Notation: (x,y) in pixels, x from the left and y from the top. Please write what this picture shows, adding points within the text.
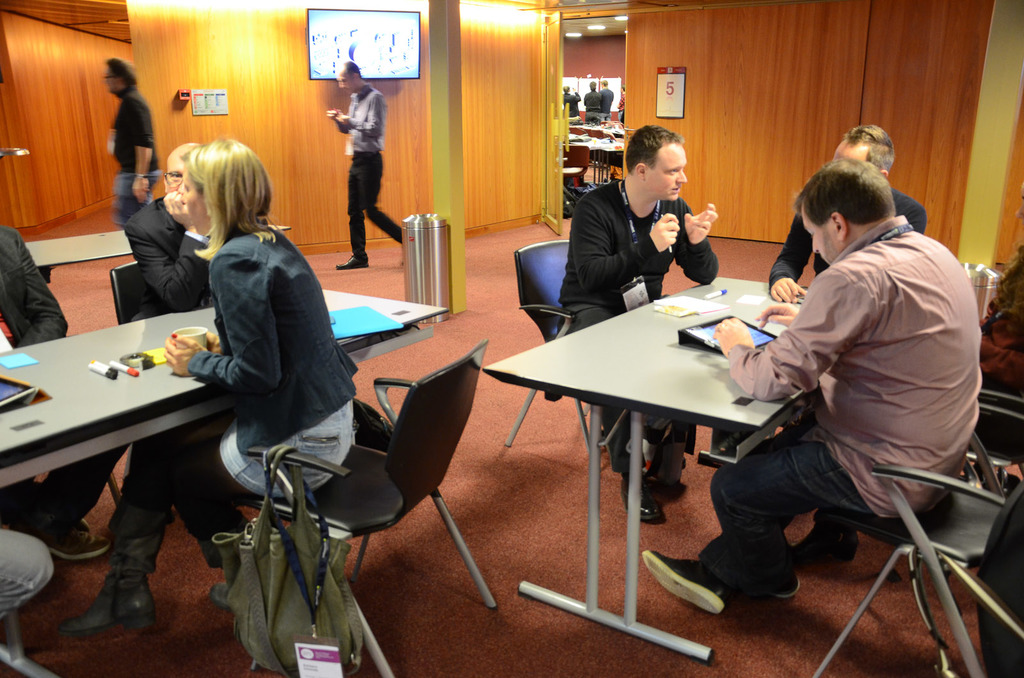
Woman (84,628) is sitting at the front side of the image (57,622). A bag (250,626) is hanged to the chair (370,513). This woman (221,374) is holding a cup (190,328) in her hand (198,353). A table (11,353) is there in front of her where pens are kept on it. Before her there are two persons (8,332) sitting on chair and back to them there are two persons (126,207) walking. At the top side of the image (363,38) a television (324,13) is mounted on wall (422,93). At the right side (716,573) three persons (642,149) are sitting on chair (1021,401) before a table (690,421). At the top of the image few persons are standing.
